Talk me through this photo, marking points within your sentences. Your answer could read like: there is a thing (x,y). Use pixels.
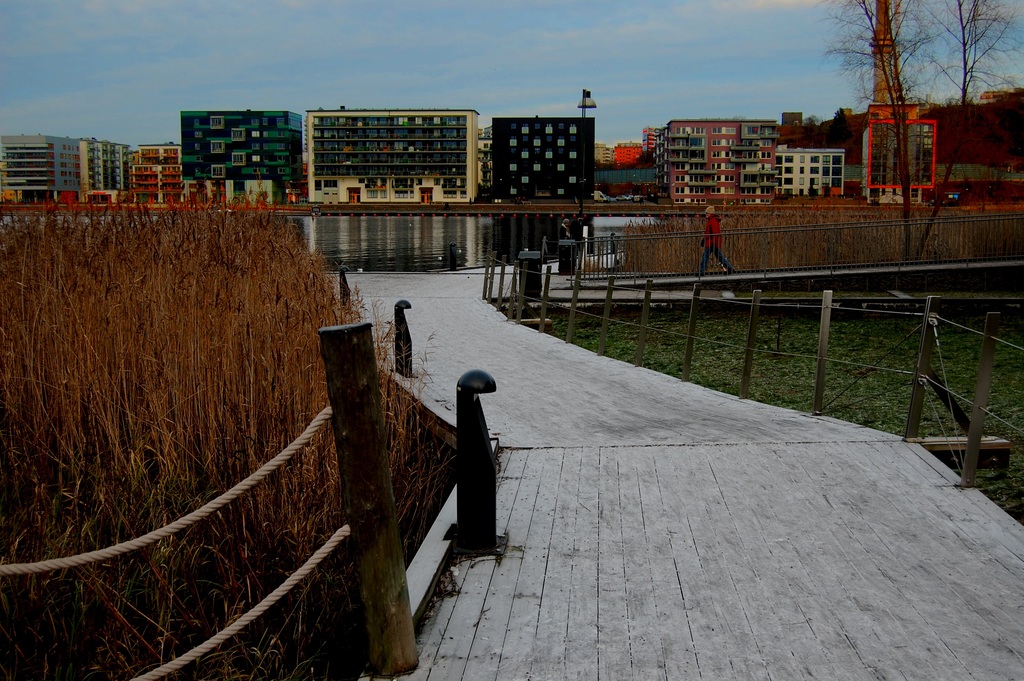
In this image there is a river (448,218) and on the left side (203,415) there are some plants (287,550) rope (180,518) and some wooden sticks (361,553), and on the right side (717,273) there is a bridge (733,277), railing (739,251) and some person (706,216) is walking. And also there is grass (889,381), fence (689,339). At the bottom (674,581) there is a walkway (450,342), and in the background (354,167) there are some buildings (914,121) and trees (842,128) and at the top of the image (381,77) there is sky (211,64).
